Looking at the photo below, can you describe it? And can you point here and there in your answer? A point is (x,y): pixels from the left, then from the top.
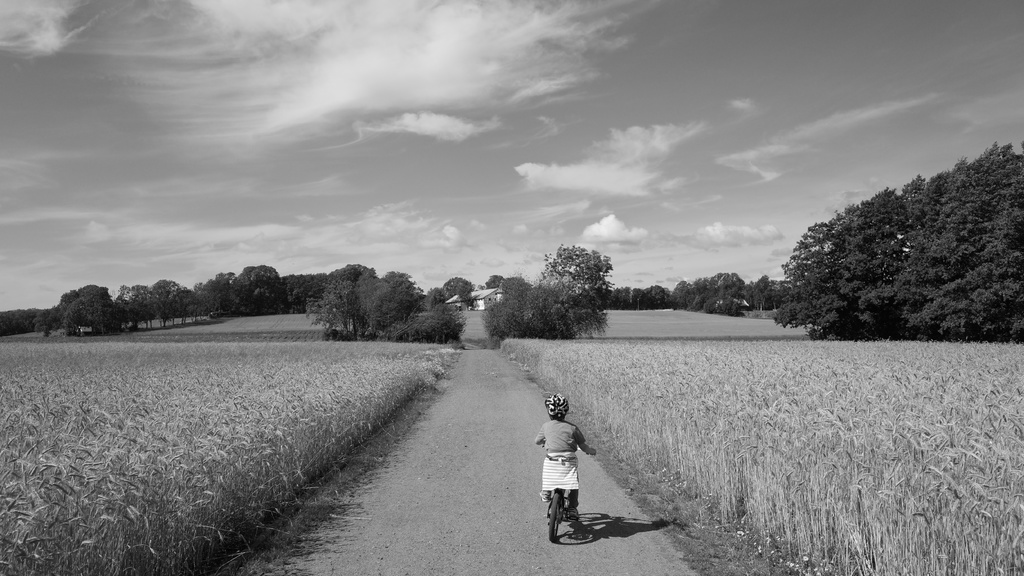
This image is a black and white image. This image is taken outdoors. At the top of the image (280,155) there is a sky (649,123) with clouds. In the background (553,318) there are many trees (510,309) and there is a house (489,296). On the left (171,444) and right sides of the image there are a few fields (832,432). At the bottom of the image (426,484) there is a road (494,415). In the middle of the image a kid (556,428) is riding on the bicycle (552,514).
